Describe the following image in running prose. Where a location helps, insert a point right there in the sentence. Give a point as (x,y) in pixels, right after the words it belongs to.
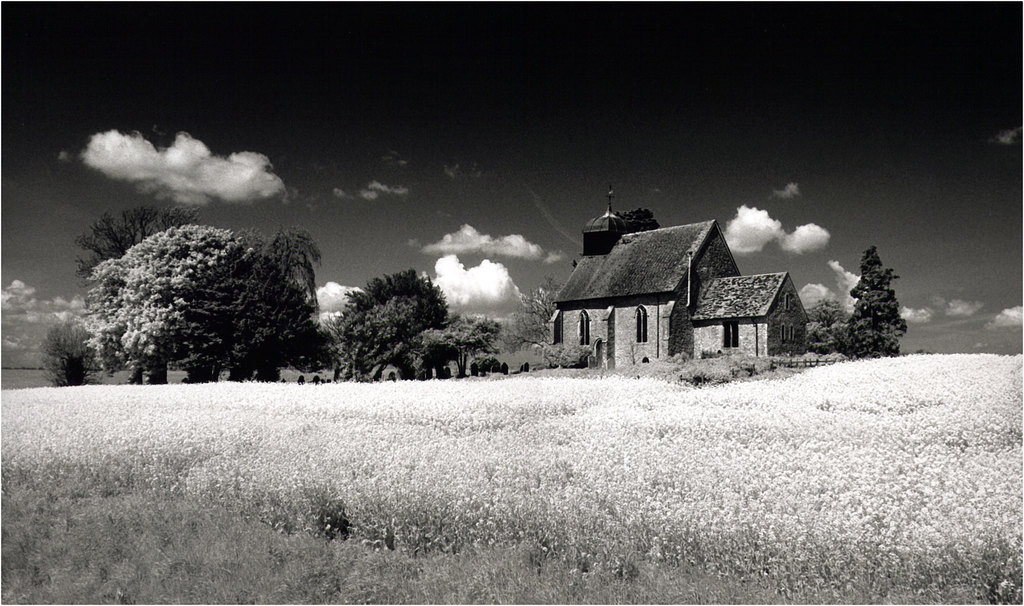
In this picture I can see there is a building (665,320) at right side (704,339) and there are trees (314,309), grass (846,575) and plants (564,391) and there are clouds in the sky (145,130) and this is a black and white image.
